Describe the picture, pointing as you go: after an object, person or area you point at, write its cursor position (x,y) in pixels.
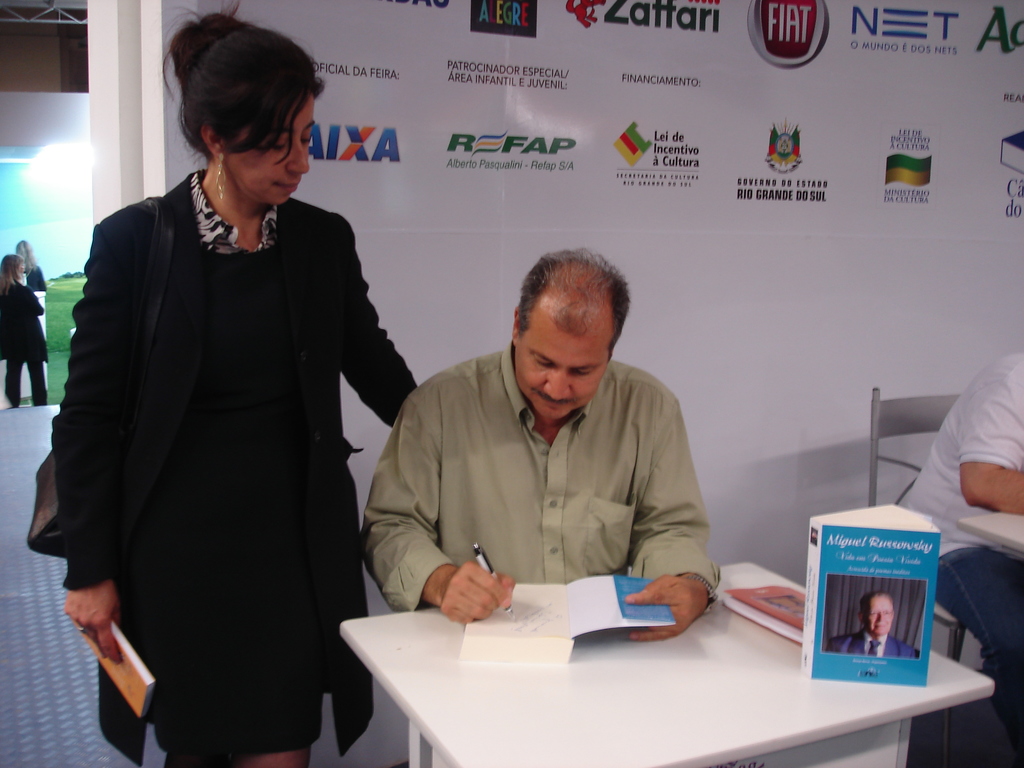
A man (539,455) is sitting in a chair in front of a table (633,687) placing a book (561,625) on the table (644,661) and writing something on it with his hand (482,593). There is a woman (185,345) beside him standing, looking into the book (527,610). In the background (696,169) there is a wall (781,142). In the right (985,433) there is another man (977,490) sitting in the chair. To the left (12,338) there is woman (16,321) standing there.
